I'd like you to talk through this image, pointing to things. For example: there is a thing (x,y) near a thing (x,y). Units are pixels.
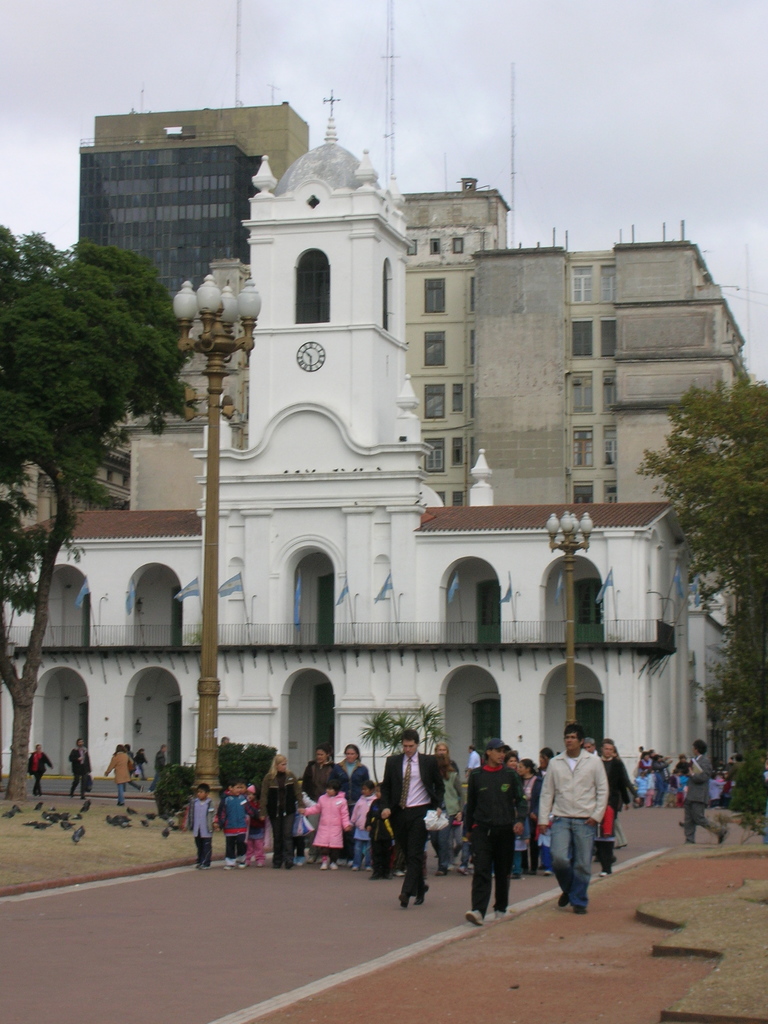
In the foreground (21,1016) I can see a crowd (369,784), flocks of birds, street lights (215,769) and trees (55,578) on the road (161,918). In the background (680,730) I can see buildings (465,607), windows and towers (363,196). At the top (317,127) I can see the sky (586,144). This image is taken on the road (411,924).
